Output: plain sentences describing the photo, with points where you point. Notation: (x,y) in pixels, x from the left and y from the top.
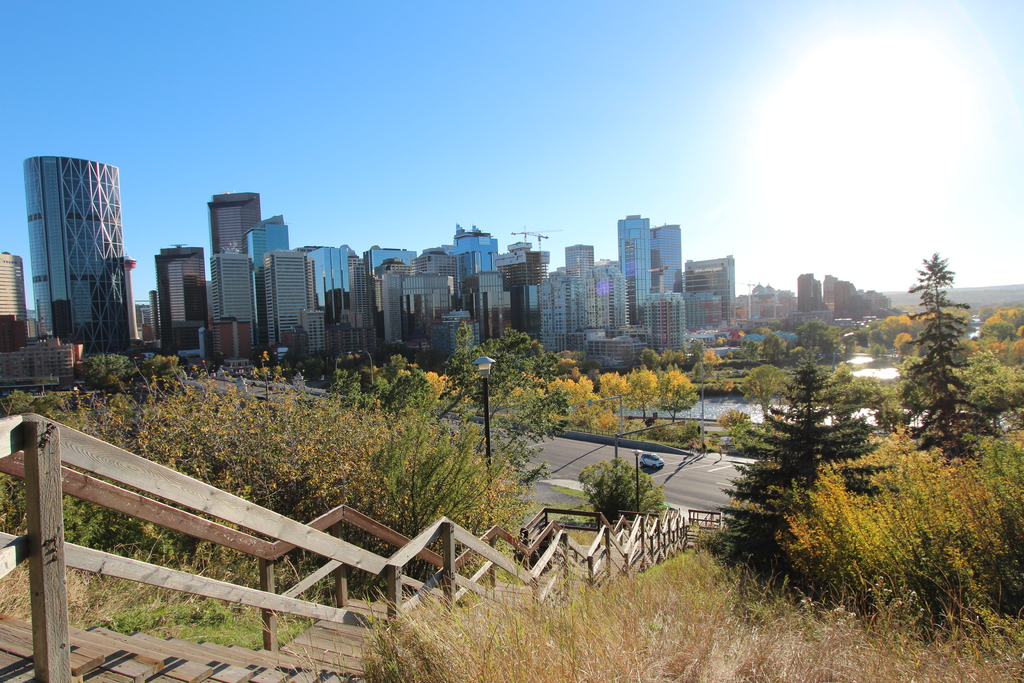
In this image we can see there are stairs (312,625) and fence (260,530). And there are buildings (447,322), trees (463,454), light poles (488,448) and the sky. There is a vehicle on the road (681,479).
